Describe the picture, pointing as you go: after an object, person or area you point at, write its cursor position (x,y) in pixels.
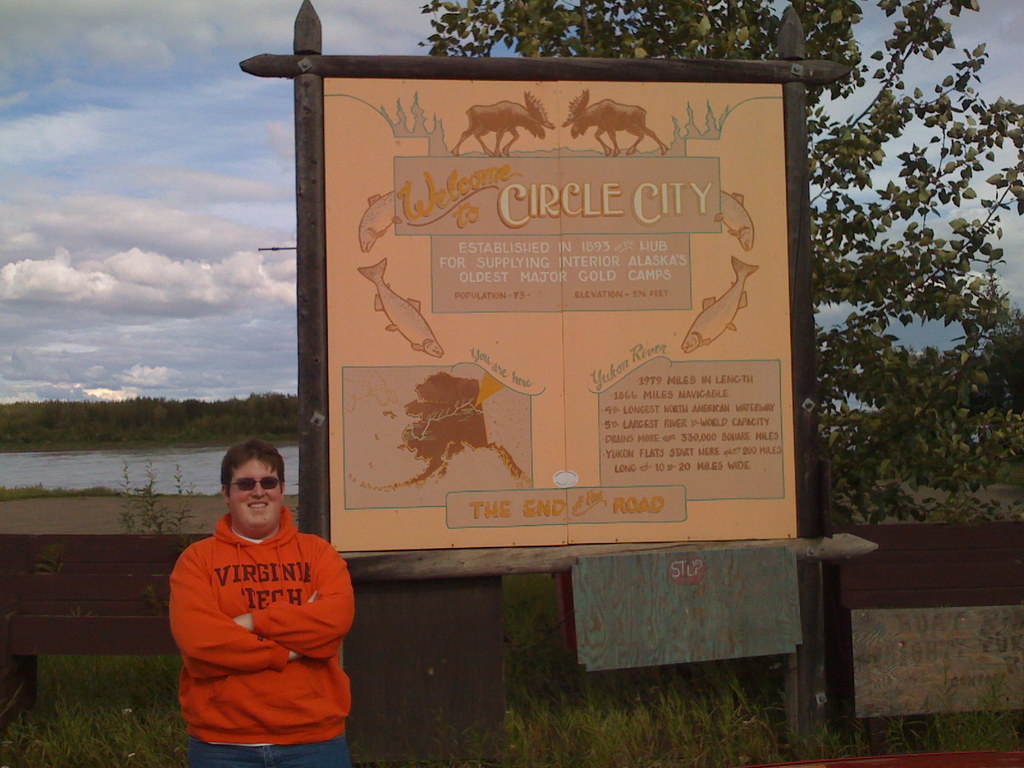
In this picture I can see on the left side (255,535) there is a person (280,621) wearing an orange color sweater (257,630), in the middle (376,291) there is a board (676,341). In the background (1022,167) there are trees (860,464). On the left side (195,454) there is water (182,460), At the top (239,211) there is the sky (233,264).
